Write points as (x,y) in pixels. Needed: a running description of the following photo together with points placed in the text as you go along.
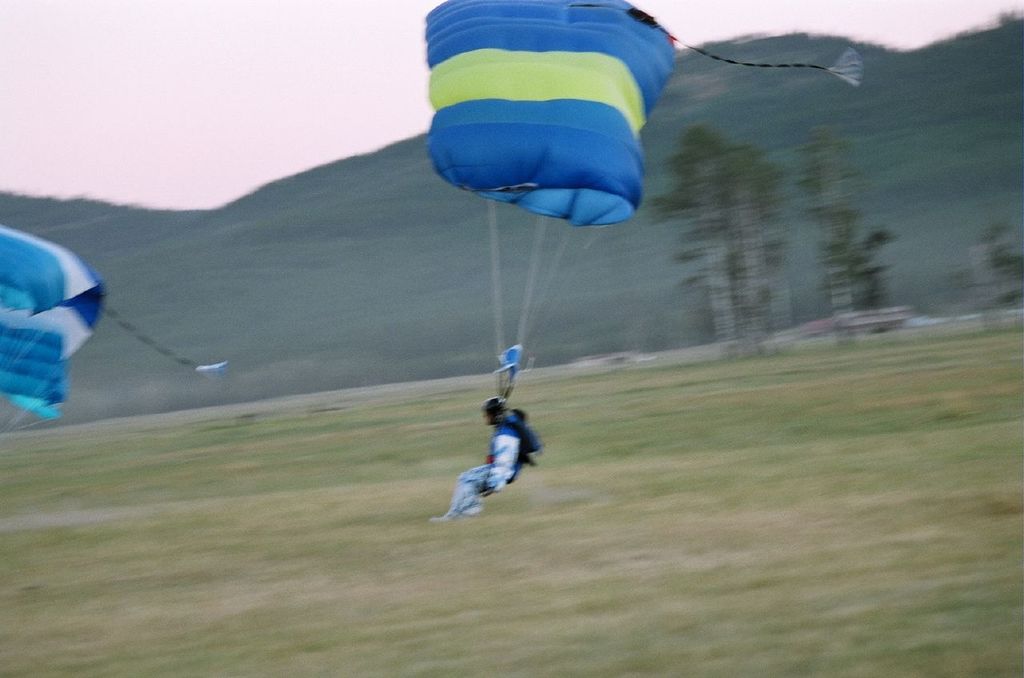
In this image we can see person (519,450) flying on the parachute (543,167), hills (594,259), trees (839,259) and sky (3,133).
